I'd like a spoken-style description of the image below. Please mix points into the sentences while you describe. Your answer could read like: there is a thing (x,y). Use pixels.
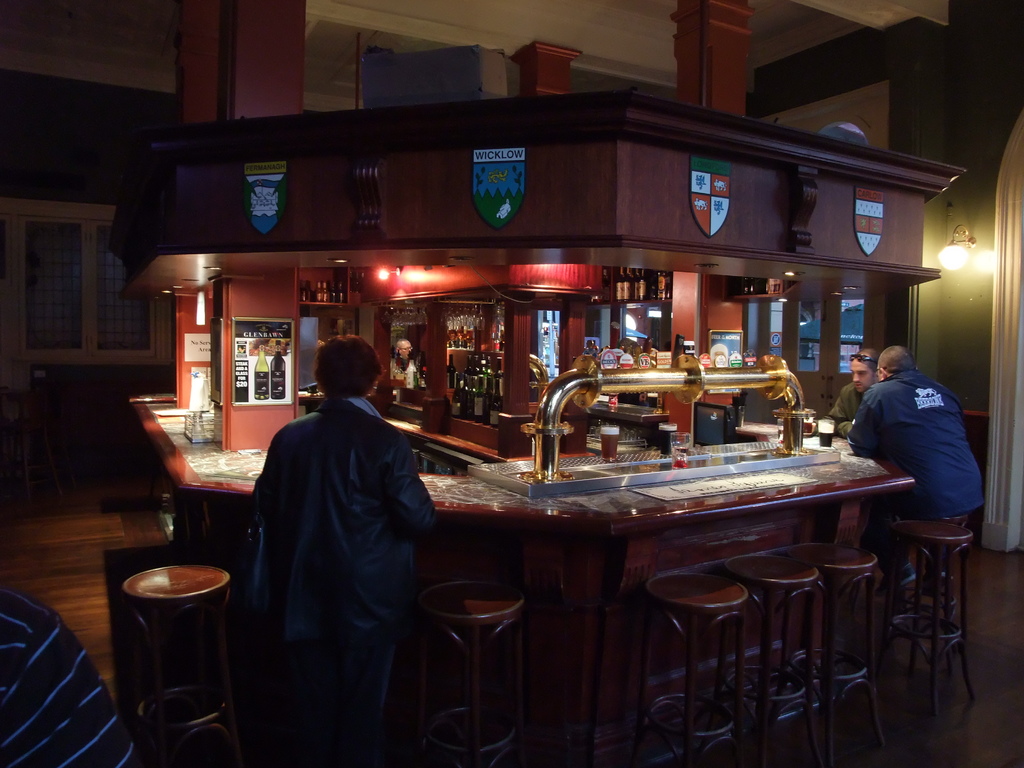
In this image, There is a bar counter (878,475) of brown color and there are some people (939,439) at the counter (230,537) and there are some beer taps (751,387) kept on the counter (623,492) and in the background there is a dark color wall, There are gold colored metal taps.
